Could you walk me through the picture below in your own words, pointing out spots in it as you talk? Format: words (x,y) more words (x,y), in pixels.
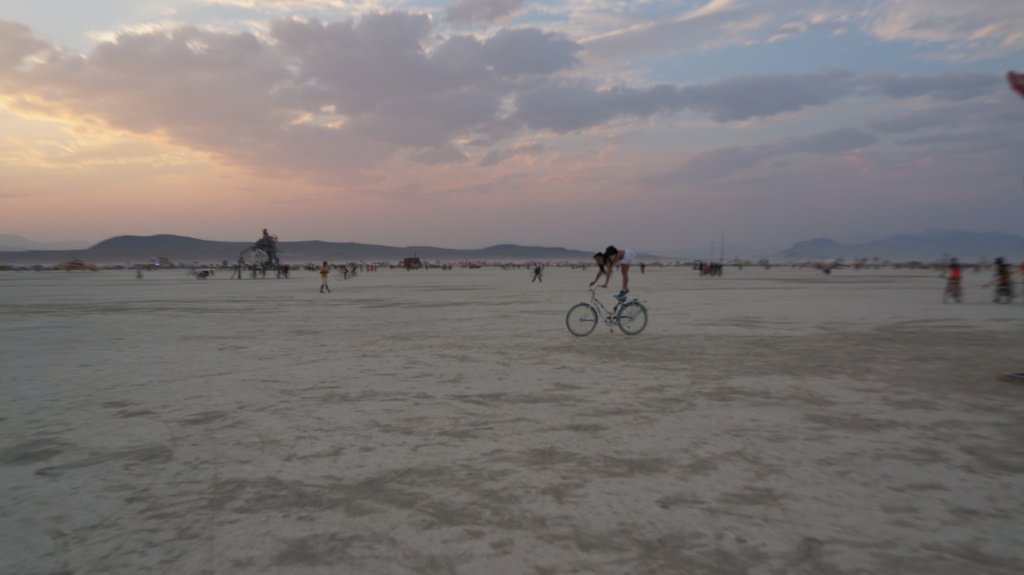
In this image there is the sky (622,73) truncated towards the top of the image (349,71), there are clouds (485,98) in the sky (325,87), there are mountains (535,245), there are mountains (72,248) truncated towards the left of the image (18,254), there are mountains (994,243) truncated towards the right of the image (980,245), there are objects (242,261) on the ground (554,407), there are bicycles (614,321), there are persons (623,252) on the bicycles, there are persons (324,275) walking, there is an object (1010,78) truncated towards the right of the image (1023,78).
